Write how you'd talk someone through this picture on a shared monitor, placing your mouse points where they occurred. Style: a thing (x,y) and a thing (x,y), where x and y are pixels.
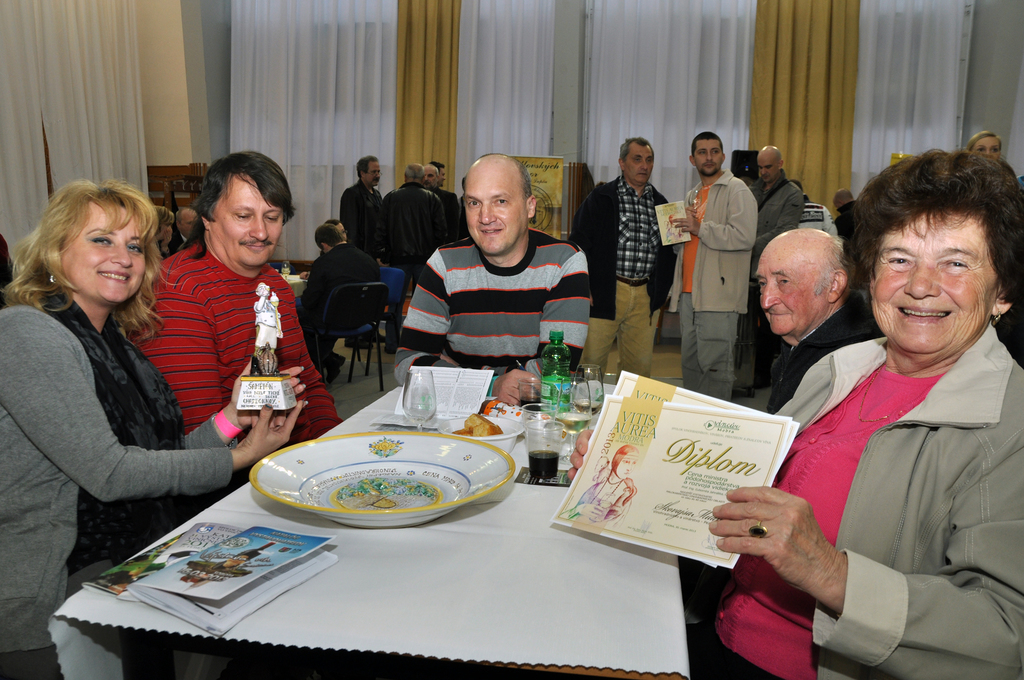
This picture is clicked inside a restaurant (624,272). There are people (814,299) sitting on chairs (370,298) at the table (427,540). There is a cloth (378,568) spread on the table (512,560). On the table (543,583) there is a plate (366,516), books (241,558), bowls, food (496,428), bottles (546,362) and glasses (541,428). The woman (122,423) at the left corner (142,447) is holding a memento (248,391). The woman (818,395) to the right corner (852,373) is smiling and holding the certificate (680,444). In the background (606,342) there are people (463,203) standing. There are also curtains (623,77) and wall (183,83) in the background (57,138).
